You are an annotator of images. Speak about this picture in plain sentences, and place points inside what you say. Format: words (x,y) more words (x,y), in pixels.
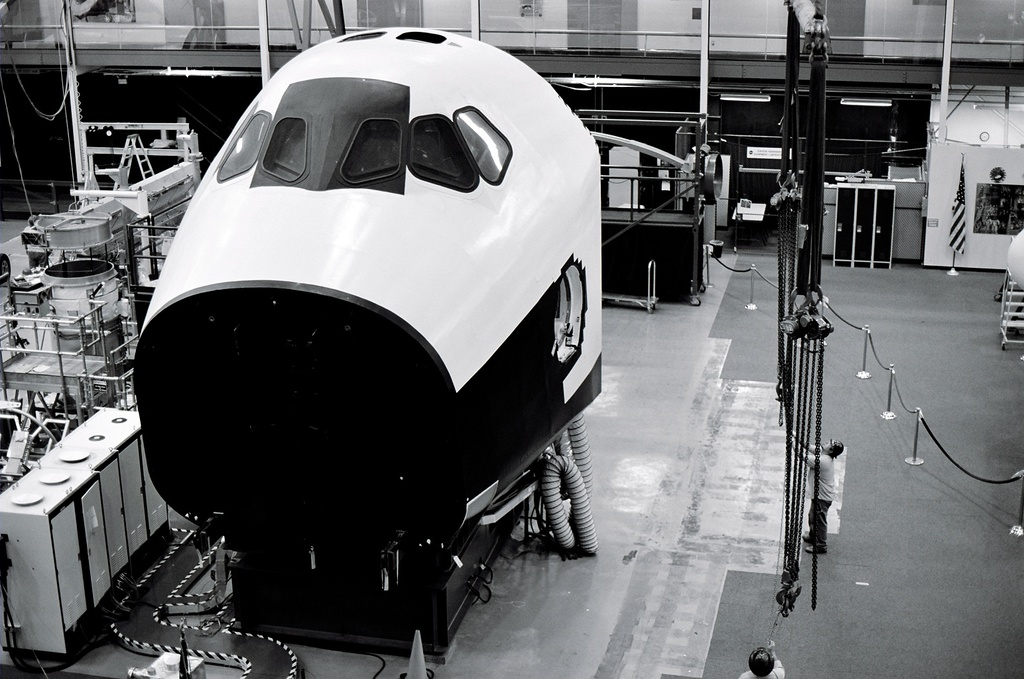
In the image in the center (367,374), we can see one electronic machine (324,367). In the background (128,75), we can see tools (119,343), tables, poles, fences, one flag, one person (812,505) standing and a few other objects (800,489).
